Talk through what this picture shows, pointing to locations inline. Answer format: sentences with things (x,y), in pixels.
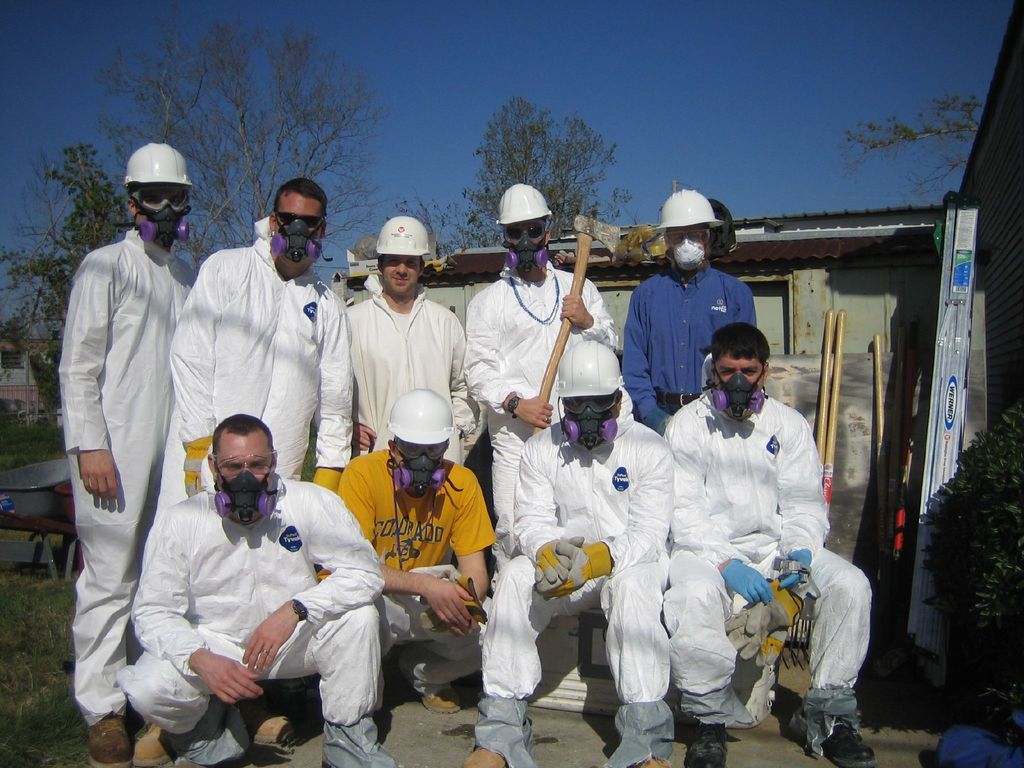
In this image we can see a group of people (555,403) wearing helmets (567,382) and mask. In that a person (531,348) is holding an axe (548,374) and the other is holding the gloves (798,612). We can also see a house (802,352) with a roof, a board (796,365), some wooden sticks (839,350), plants (951,567), grass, some objects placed on the table (44,525), some trees (44,271) and the sky (681,119) which looks clear.
